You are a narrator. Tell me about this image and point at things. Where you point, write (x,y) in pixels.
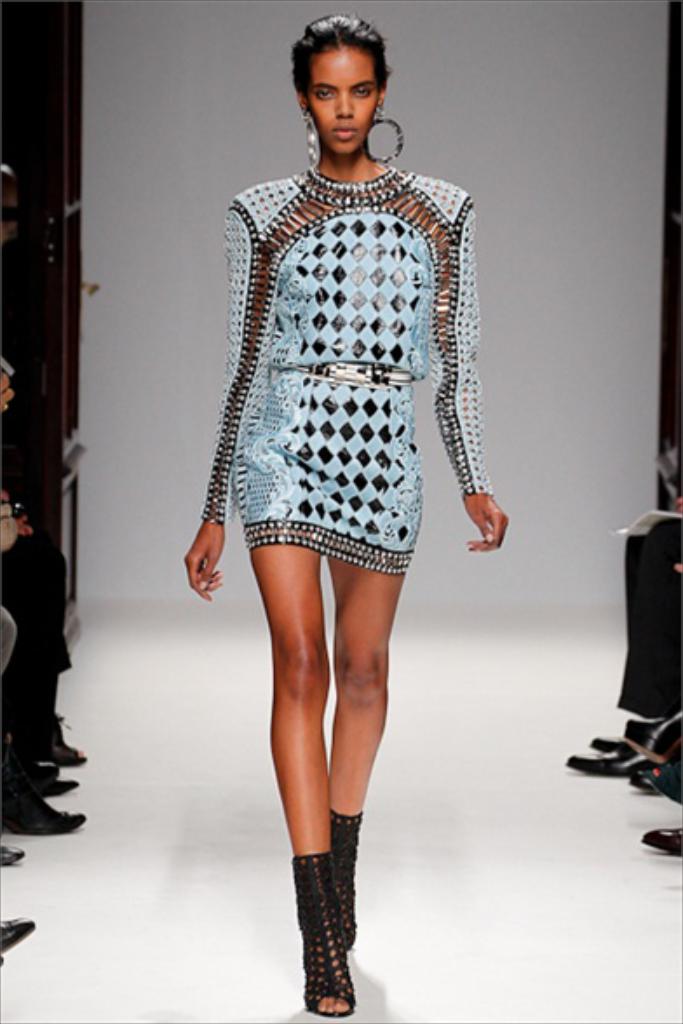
In this image I can see a woman (255,291) wearing a blue color dress (408,450) visible on floor (128,733) and I can see person legs (665,591) and boots (583,762) visible on left side (56,682) and on the right side (662,755).
